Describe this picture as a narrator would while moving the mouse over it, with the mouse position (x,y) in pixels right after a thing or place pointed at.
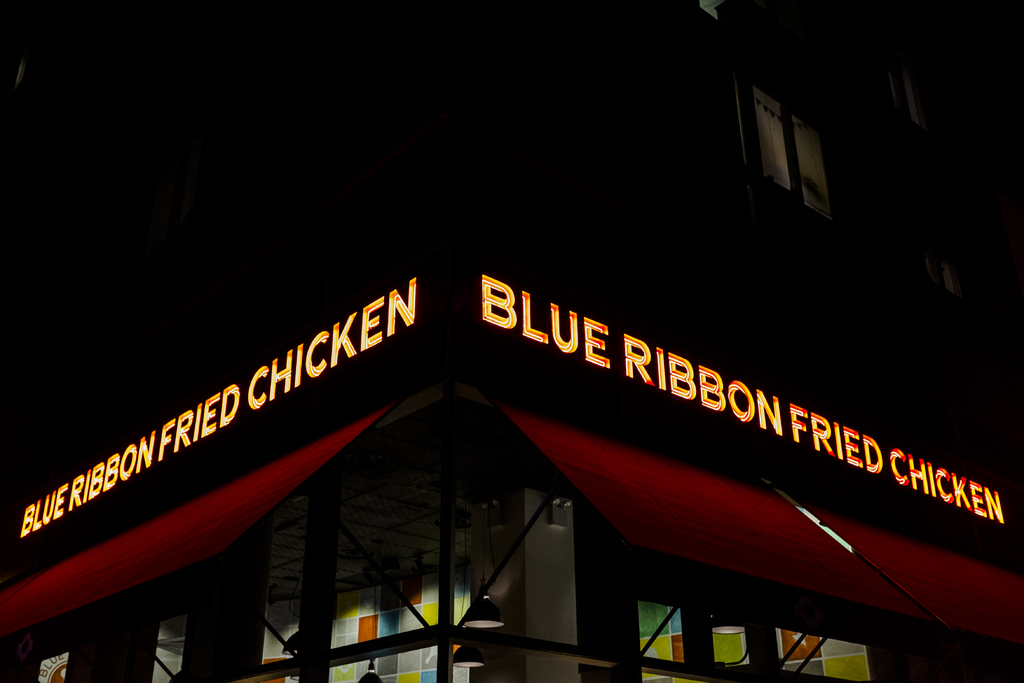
In this picture we can see a building (576,174) and a few windows (500,682) on it. We can see some text (169,427) on this building (441,329).
